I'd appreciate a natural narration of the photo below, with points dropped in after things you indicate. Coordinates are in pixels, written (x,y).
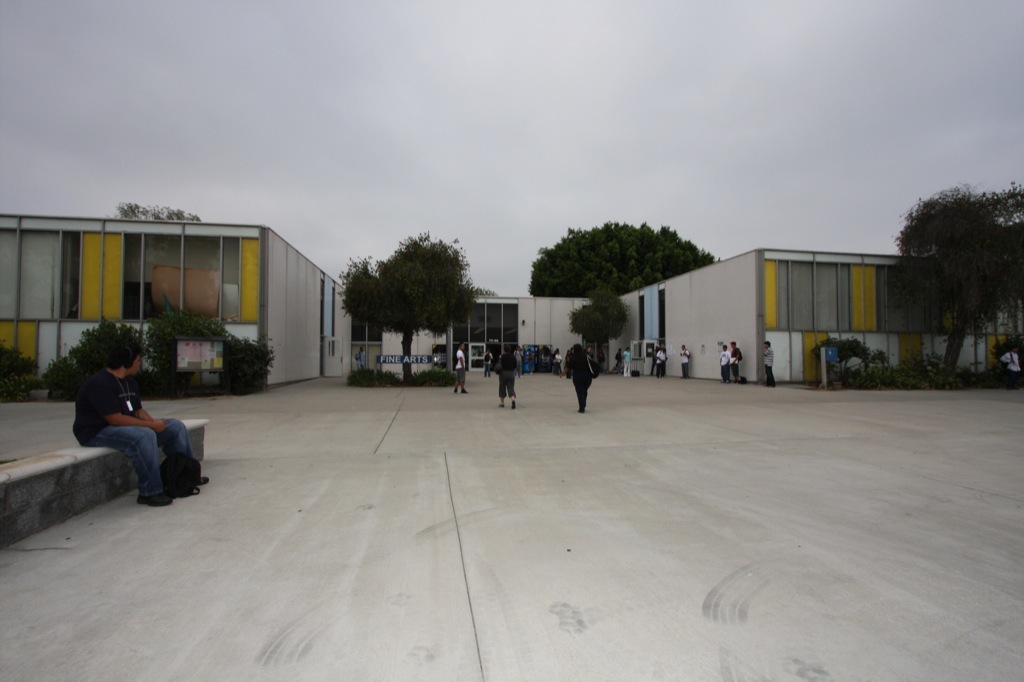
In this image on the left side (108,419) there is a person (123,427) sitting. In the background (572,371) there are persons (584,386) standing and walking. There are buildings (320,326), trees (932,310) and the sky (488,121) is cloudy.
